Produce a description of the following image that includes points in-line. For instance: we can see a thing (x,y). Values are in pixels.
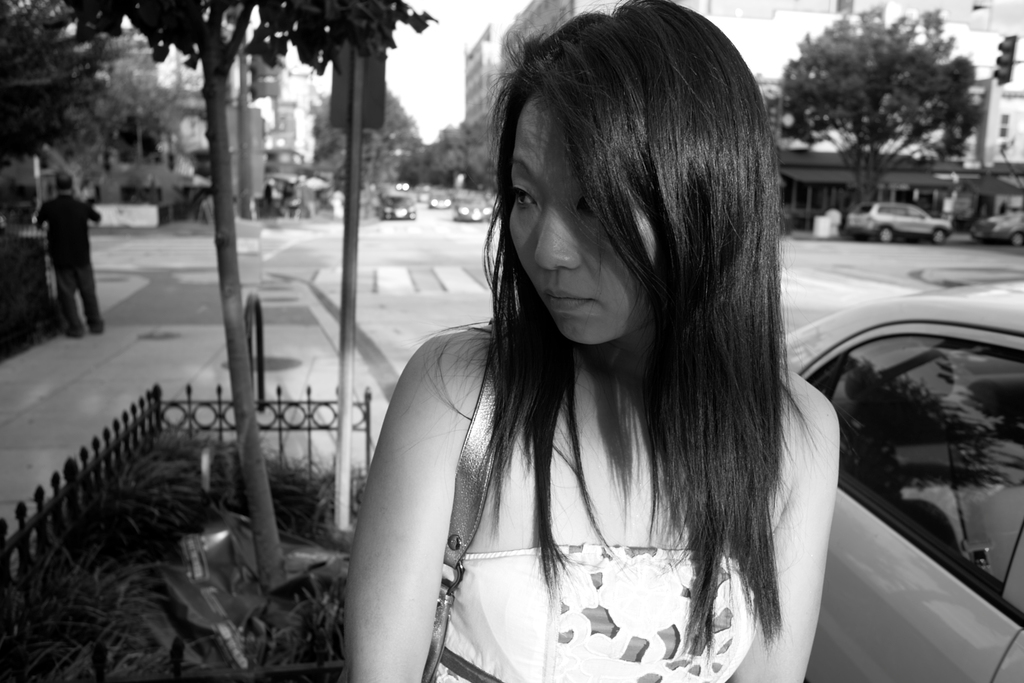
As we can see in the image there are trees (227,68), buildings (505,33), vehicles (983,570), a woman (702,475) standing in the front (628,415) and wearing white color dress (532,563). At the top (412,55) there is sky (455,74).
